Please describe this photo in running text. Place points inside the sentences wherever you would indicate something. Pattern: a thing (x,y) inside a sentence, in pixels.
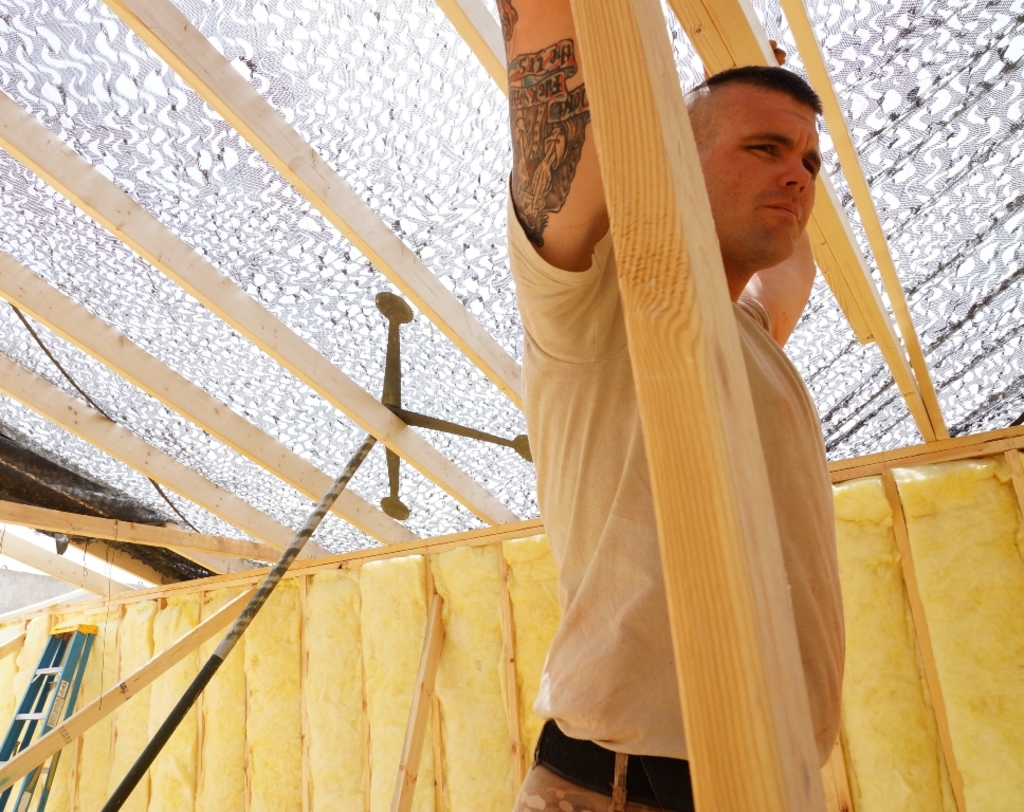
In this picture I can see a man (628,484) in the middle (658,497), at the top (660,161) there are wooden planks (653,175) and the netting (474,237), on the left side (29,793) there is a ladder (37,682).
